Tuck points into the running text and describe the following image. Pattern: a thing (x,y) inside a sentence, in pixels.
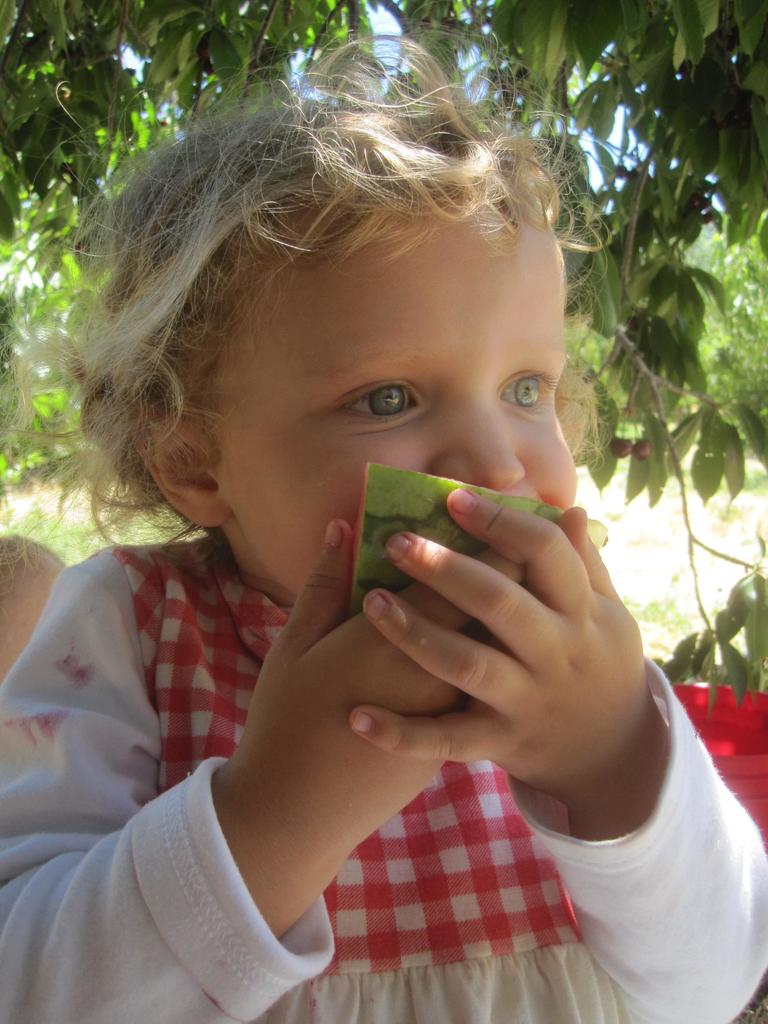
In this picture, we can see a child (499,470) eating a fruit (472,549), we can see some trees (640,244) and the sky (619,147) in the background (4,301).
